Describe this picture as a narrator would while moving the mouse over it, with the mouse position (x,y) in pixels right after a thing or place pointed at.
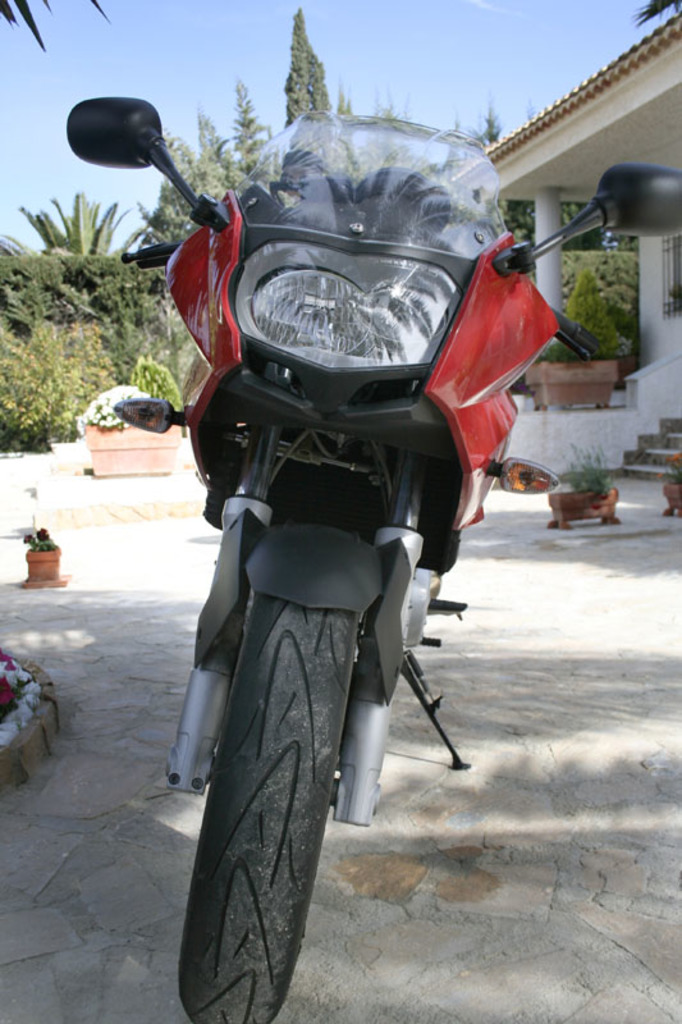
In this image, at the middle (418,507) there is a red and black color bike (460,502), there are two black color side mirrors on the bike (290,570), at the background (83,386) there are some green color plants (114,273) and trees (301,74), at the top (129,77) there is a blue color sky (245,33).
